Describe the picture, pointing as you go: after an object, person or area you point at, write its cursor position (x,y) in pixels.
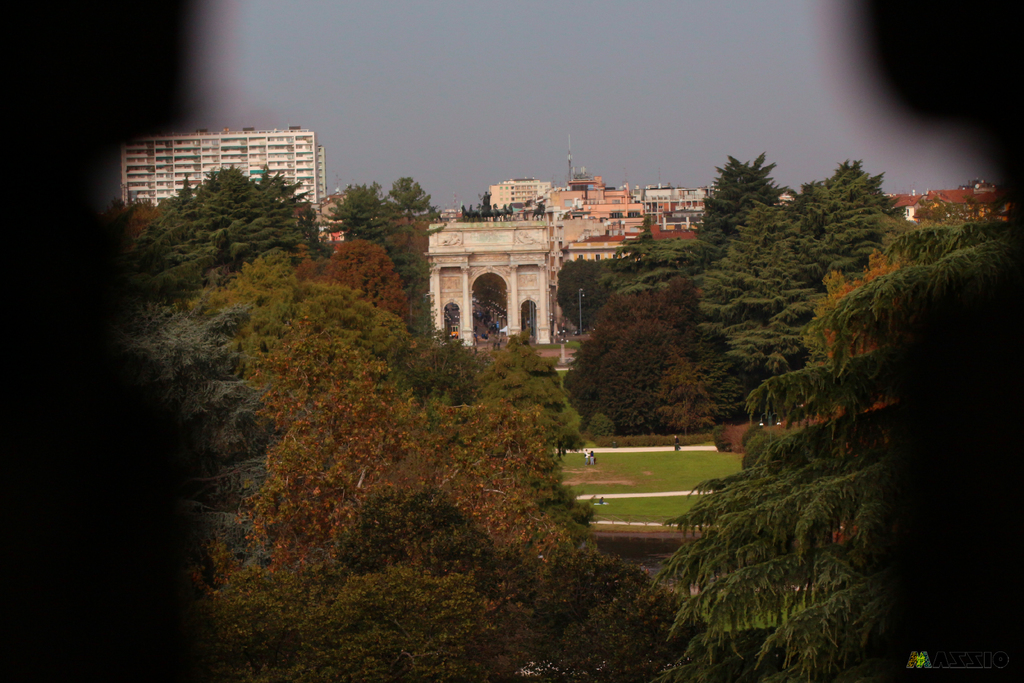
On the left (242,458) and right of this picture (747,415) I can see groups of trees (595,387). At the bottom of the image (618,500) I can see ground (619,447) with grass (688,452). Behind the image I can see the buildings (519,243). There is a dark color on the left (101,436) and right side of this image (943,419).
